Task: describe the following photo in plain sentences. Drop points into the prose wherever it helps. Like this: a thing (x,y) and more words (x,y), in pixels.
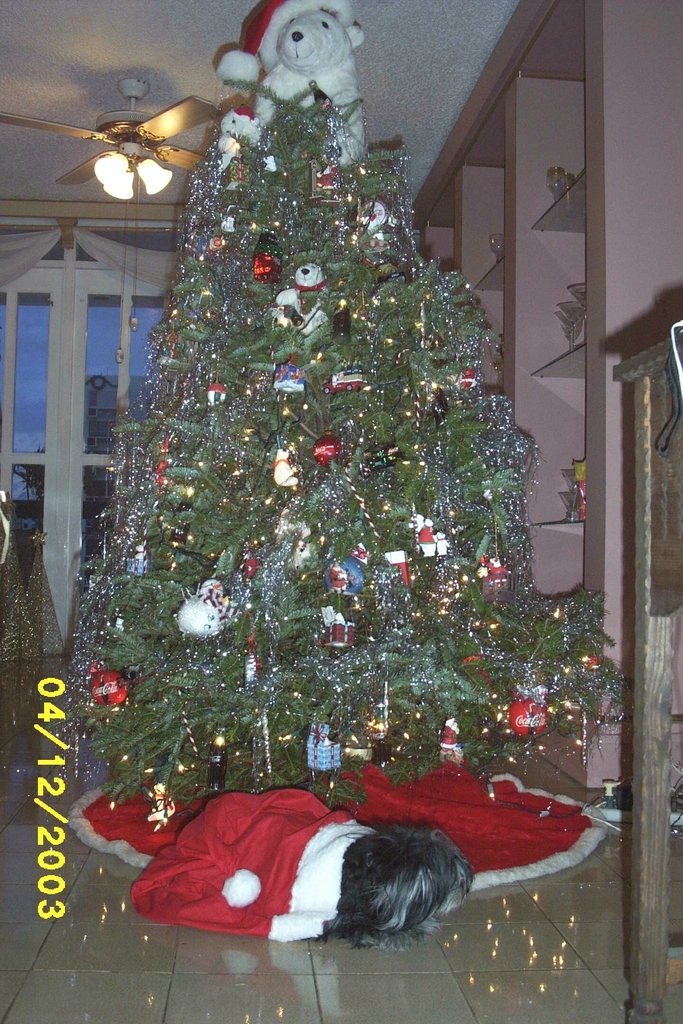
On the bottom left (62,693), there is a watermark (56,681). In the middle of this image (454,412), there is a Christmas tree (365,347) on a red color cloth (385,780). On the right side (653,935), there is a wooden object (643,509). In the background (595,452), there are shelves (514,105), there are three lights (167,178) attached to a fan (127,146), there is a glass window (96,315) and a white color ceiling (110,37).
